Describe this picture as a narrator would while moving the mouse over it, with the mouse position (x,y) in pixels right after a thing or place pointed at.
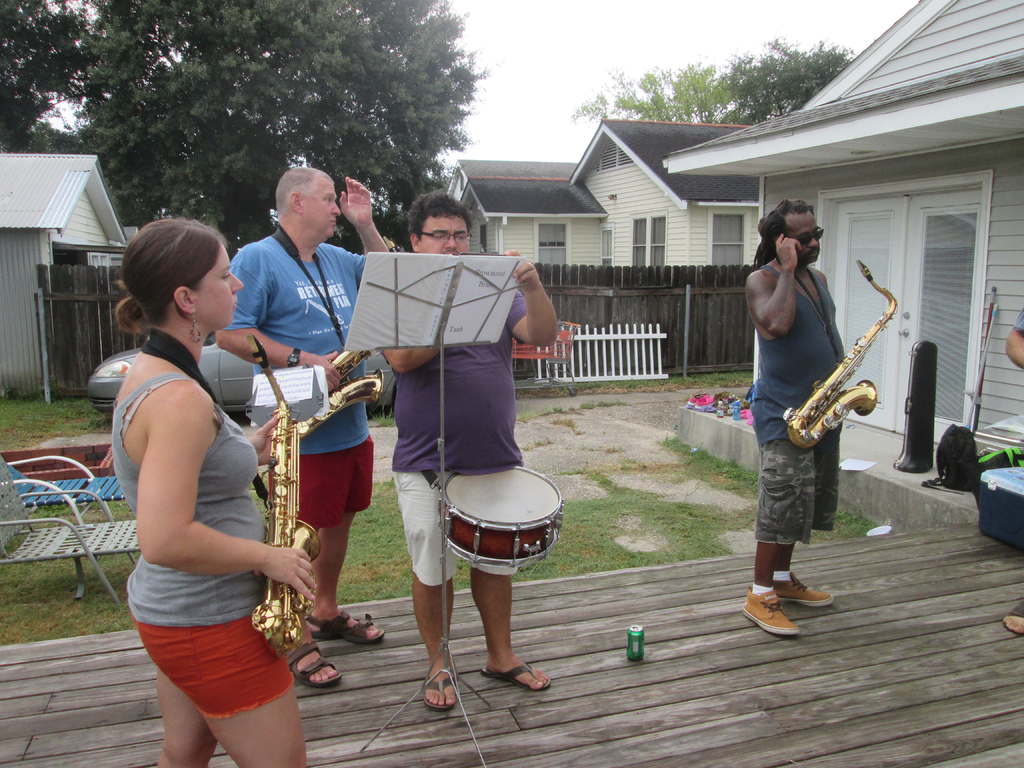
In the center of the image (455,437) we can see three people (478,447) are standing. Among them, we can see two persons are holding saxophones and one person (506,422) is holding some musical instrument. In front of them, we can see one stand (443,342), board (372,334), one can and a few other objects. On the right side of the image (781,615), we can see one person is standing. In the background (697,475) we can see the sky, clouds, trees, grass (706,462), vehicles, buildings (544,180), windows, one door (911,211), fences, bags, one box (1020,486), one black color object (915,426) and a few other objects (558,358).
